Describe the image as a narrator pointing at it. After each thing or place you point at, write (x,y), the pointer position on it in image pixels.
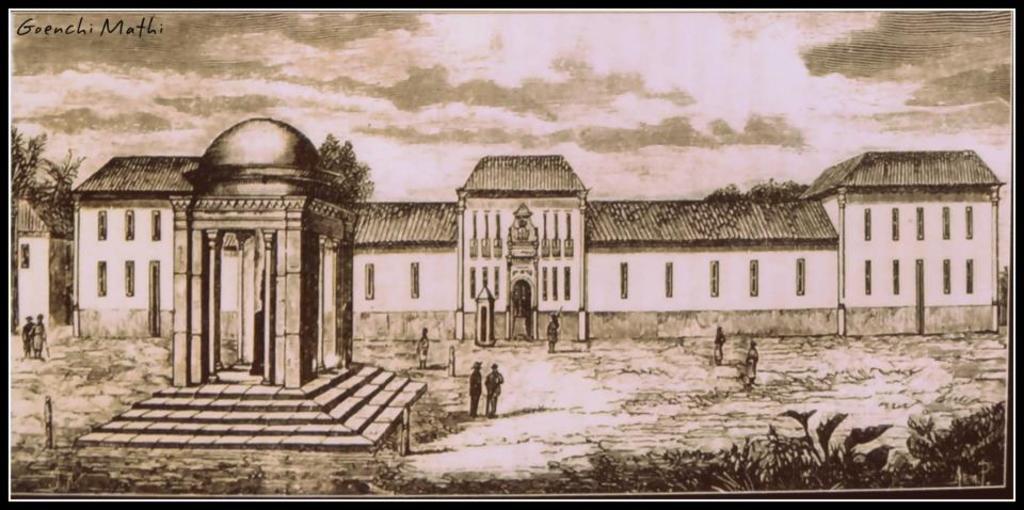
In this image I can see the art (488,441) of few people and the buildings (387,292). To the right (727,462) I can see the plants (746,473). In the background (39,199) I can see the trees (55,191), clouds (440,129) and the sky (577,112).
